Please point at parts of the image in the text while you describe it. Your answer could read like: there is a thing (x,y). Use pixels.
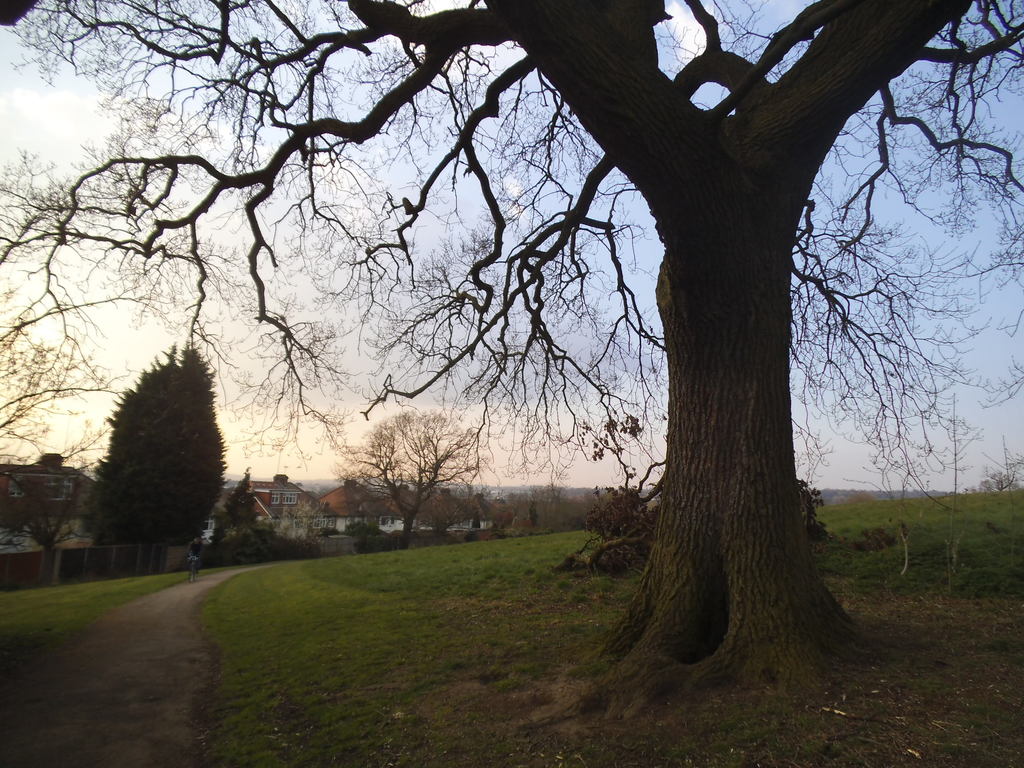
In the background (434,457) we can see sky (151,315), houses (207,533), trees (187,537) and a person (198,543) is riding a bicycle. Here we can see grass (334,665).
